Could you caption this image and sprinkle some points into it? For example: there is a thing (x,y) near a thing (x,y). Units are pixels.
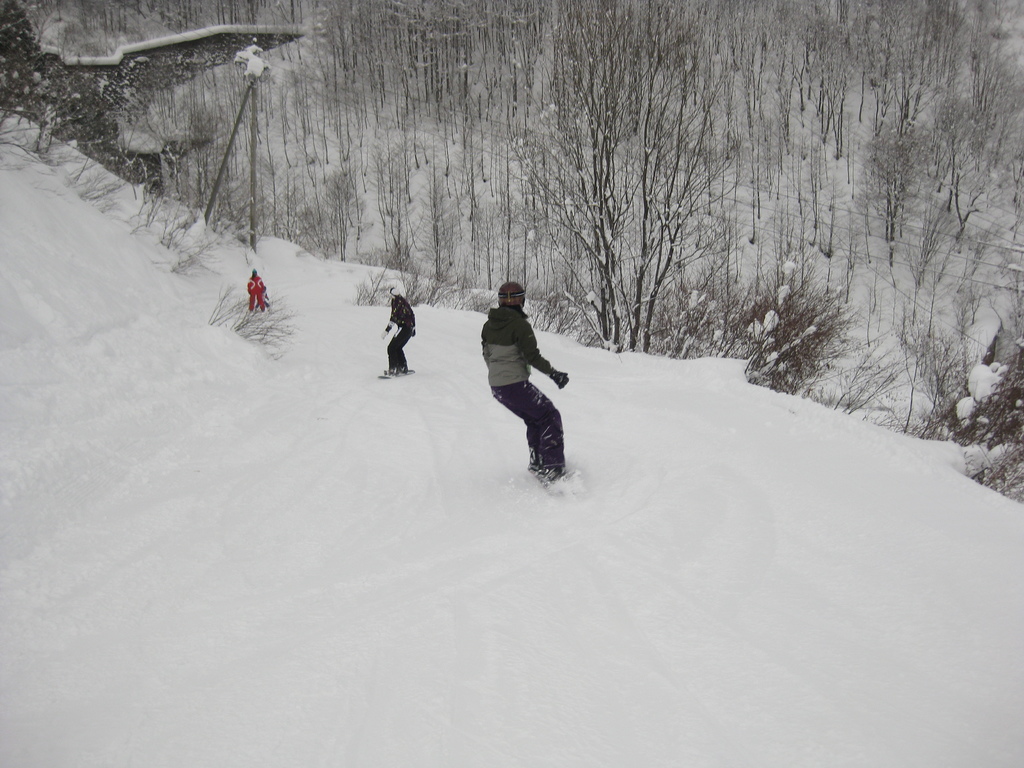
In this image in the center (508,391) there are some people (504,399) skating in a snow (344,350), at the bottom (415,612) there is snow (297,333). And in the background (810,144) there are some trees (311,143), and the trees (962,141) are covered with snow (979,334) and also there are some wires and poles (231,132).
